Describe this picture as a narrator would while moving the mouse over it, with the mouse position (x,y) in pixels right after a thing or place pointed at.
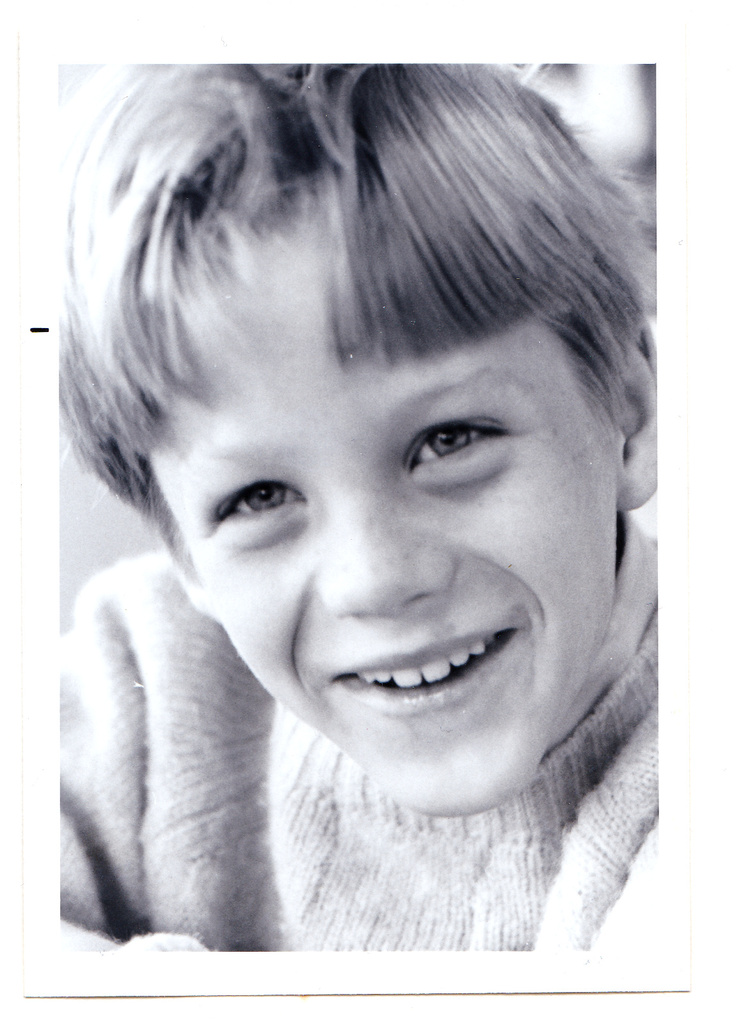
In the image a boy (188,718) is smiling.
